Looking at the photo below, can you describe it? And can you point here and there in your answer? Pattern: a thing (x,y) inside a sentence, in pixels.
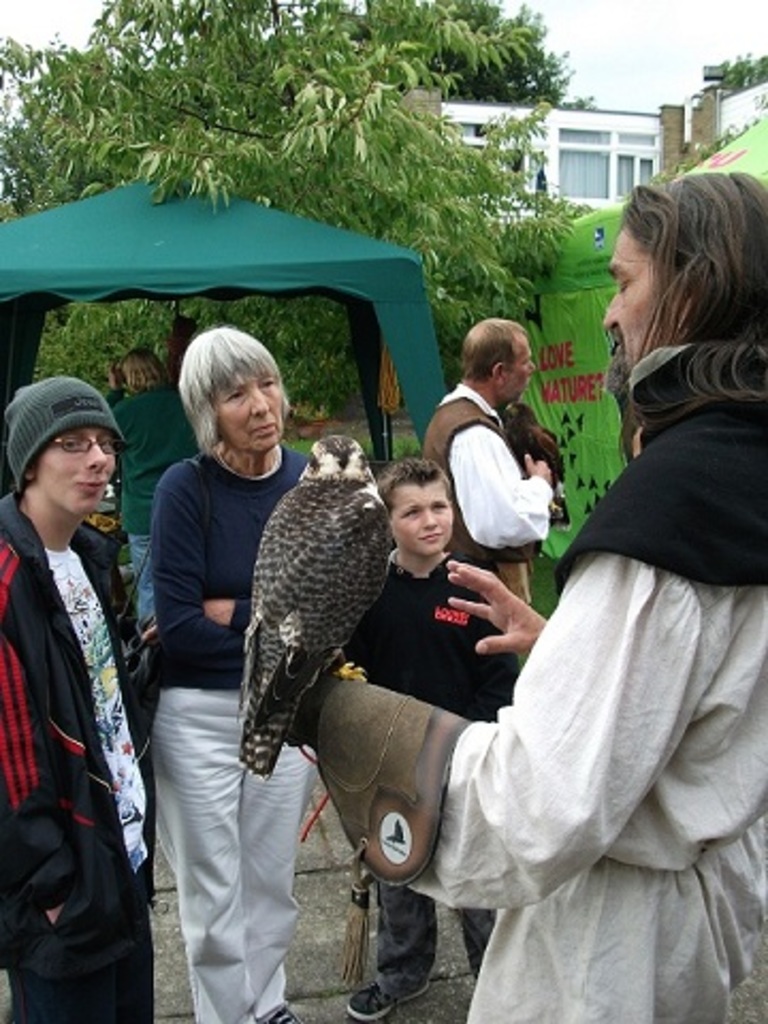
There are four people (183,621) standing. This is the bird (290,645), which is standing on a person's hand (363,740). These look like tents (298,265). Here is another man (499,469) standing and holding a bird (532,438). These are the trees (481,44). This looks like a building (596,169) with windows (588,177).
